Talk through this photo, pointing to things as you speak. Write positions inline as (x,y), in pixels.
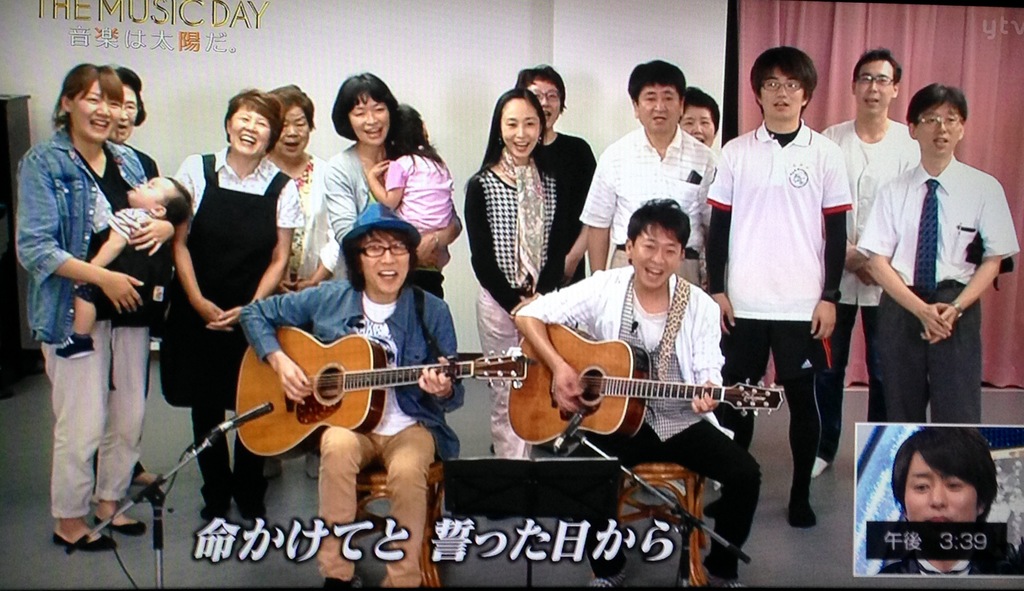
In this image we can see a two persons (737,486) sitting on a chair (697,488) and they are playing a guitar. In the background (311,232) we can see a few people (452,204) who are standing and they are all smiling.
